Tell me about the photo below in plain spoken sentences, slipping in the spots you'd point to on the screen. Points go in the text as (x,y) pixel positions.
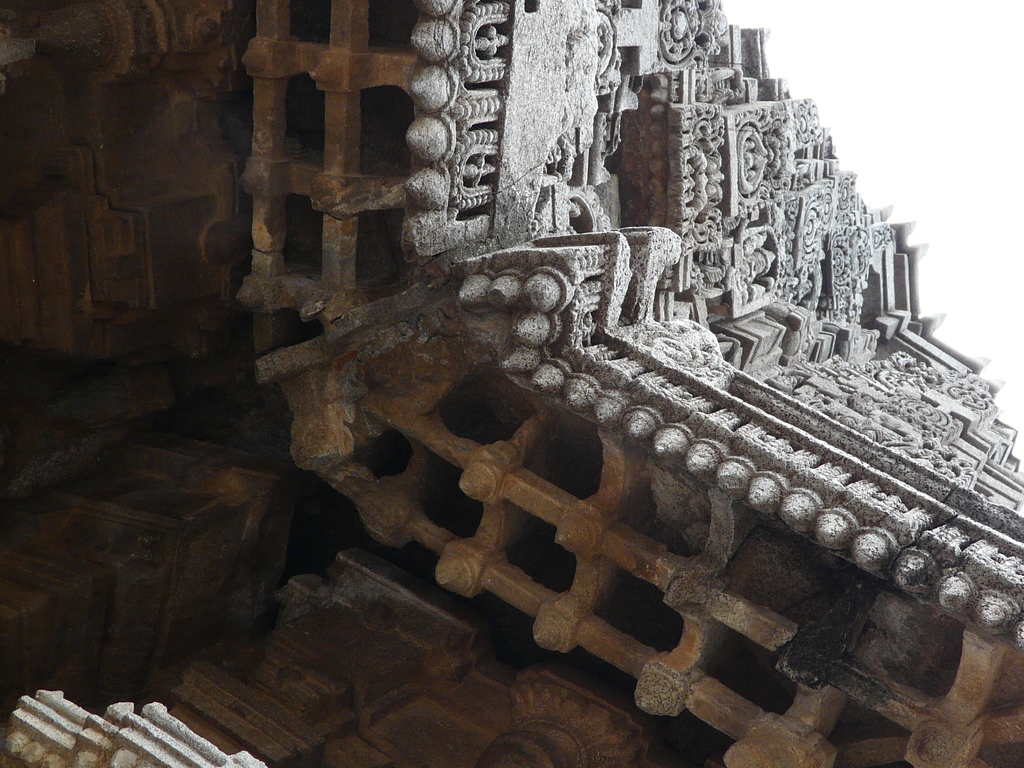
It looks like a temple (399,217), beautiful carvings (809,378) were done to the wall (699,288) of the temple (722,342).
